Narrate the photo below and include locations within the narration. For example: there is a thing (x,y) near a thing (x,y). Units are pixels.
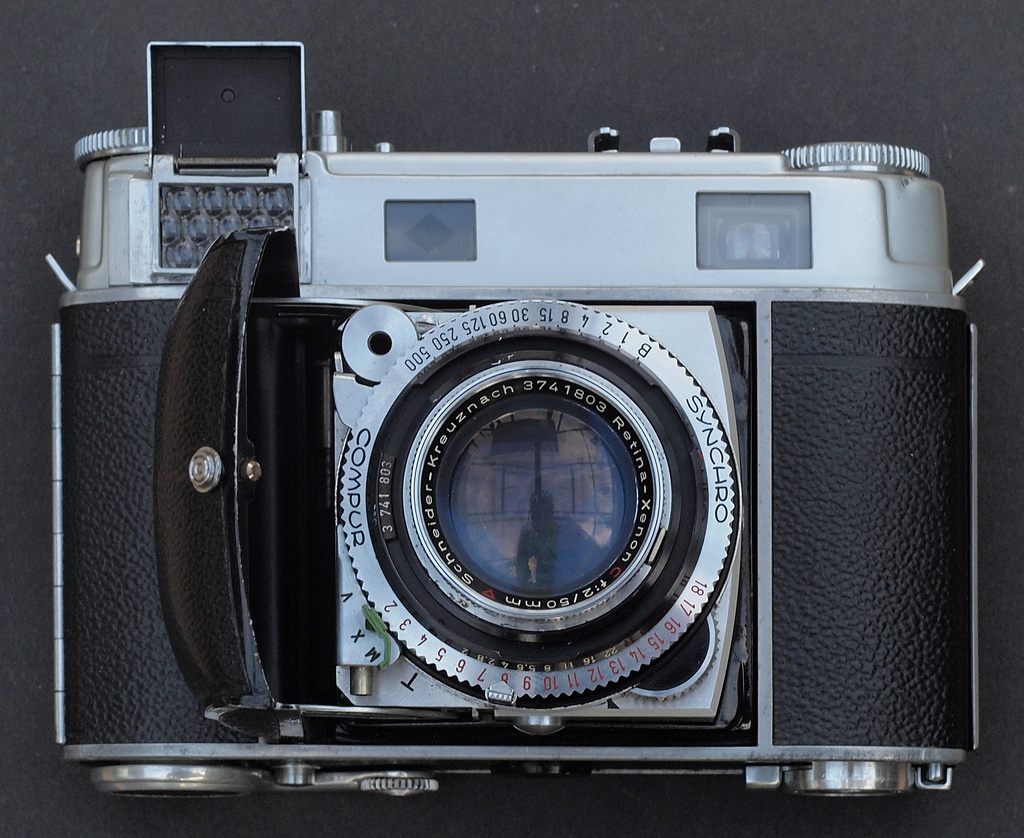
In this image I can see the camera (827,375) in black and silver color and the background (780,107) is in black color.
